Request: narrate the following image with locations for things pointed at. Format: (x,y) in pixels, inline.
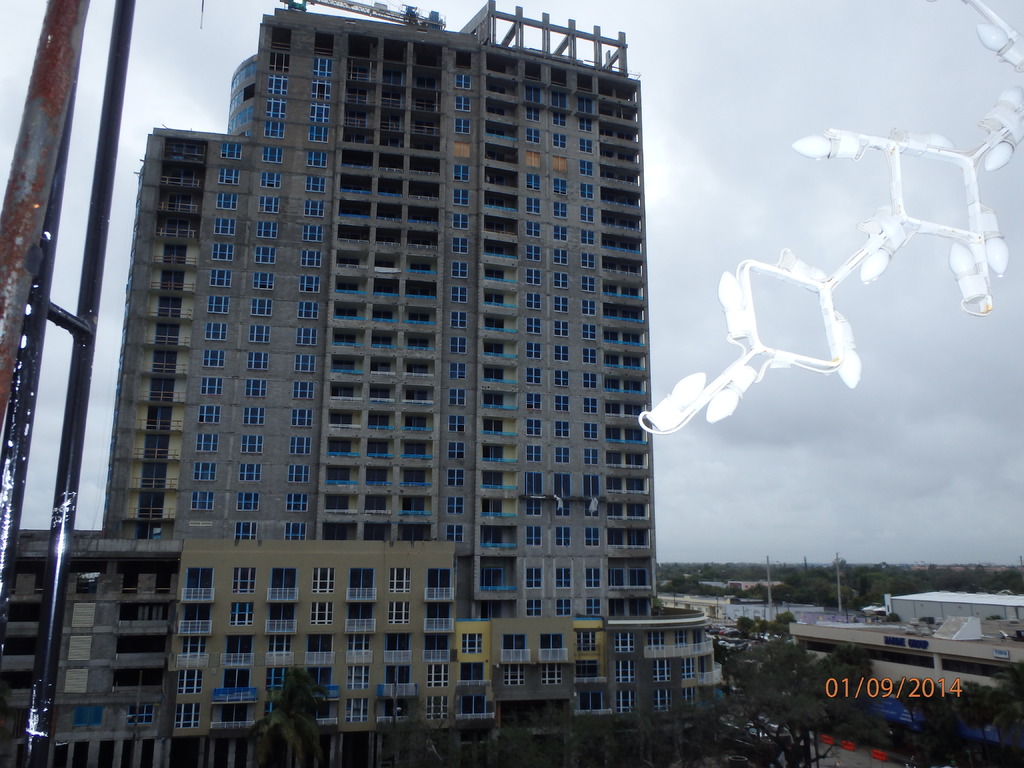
In this image, we can see a building (250,343), there are some trees (731,572) and at the top (778,60) there is a sky (774,57).
